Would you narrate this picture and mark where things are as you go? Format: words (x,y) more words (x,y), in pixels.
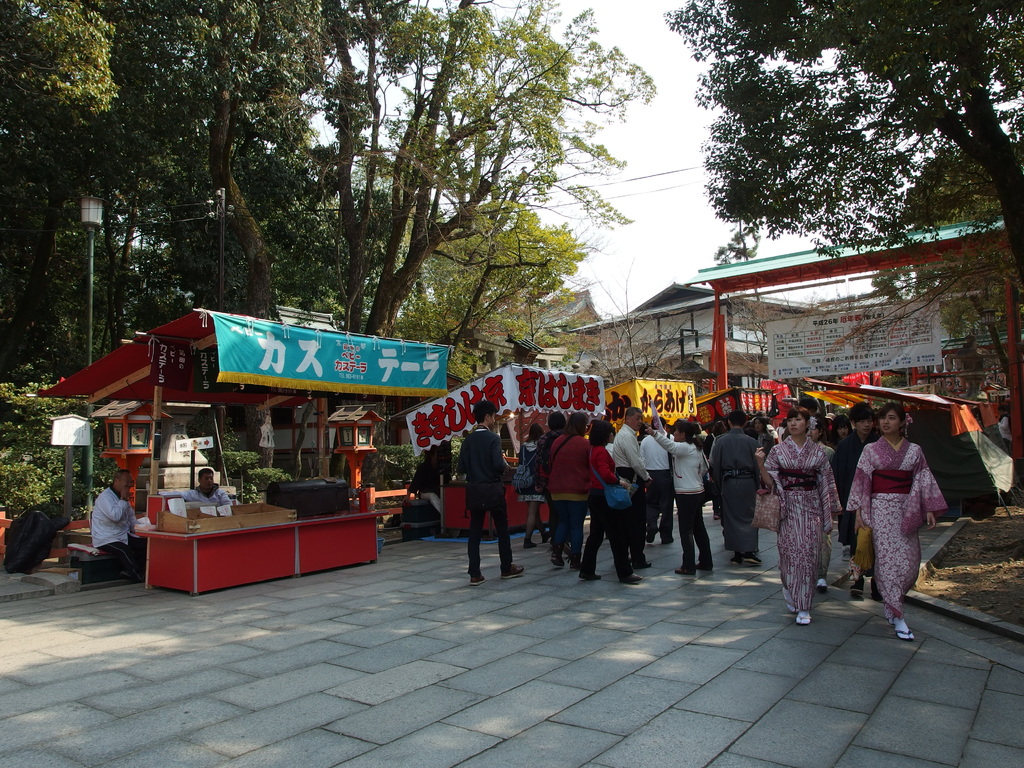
This image is taken outdoors. At the bottom of the image (524,692) there is a floor (626,682). On the right side of the image (888,343) there are a few stalls (728,410) and boards (880,352) with them and there are a few trees (1012,241). At the top of the image (635,139) there is a sky (643,254). On the left side of the image (10,333) there are a few trees (143,299) and stalls (181,572) with boards (331,346) and text (164,380) on them. In the middle of the image (638,469) a few people (747,437) are walking on the floor (766,589). In the background (617,320) there is a house (670,326).
